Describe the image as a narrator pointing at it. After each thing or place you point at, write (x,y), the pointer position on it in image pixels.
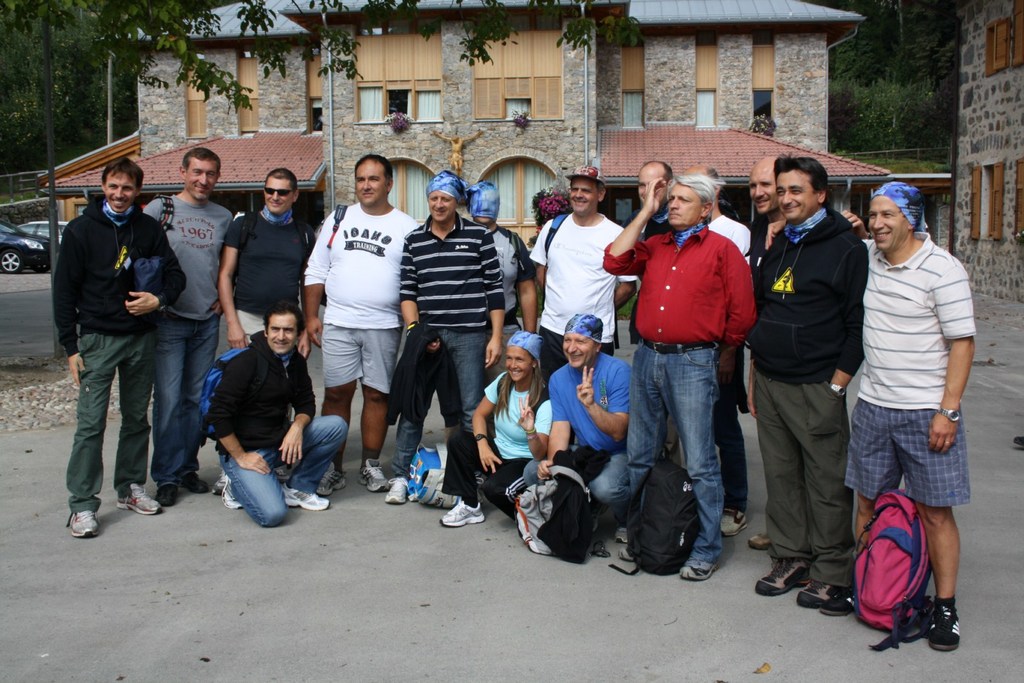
This picture describes about group of people (451,334), in the background (407,30) we can see few buildings (583,87), trees (146,60) and poles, on the left side of the image (16,244) we can see few cars (31,231), and we can find few bags (893,566).
